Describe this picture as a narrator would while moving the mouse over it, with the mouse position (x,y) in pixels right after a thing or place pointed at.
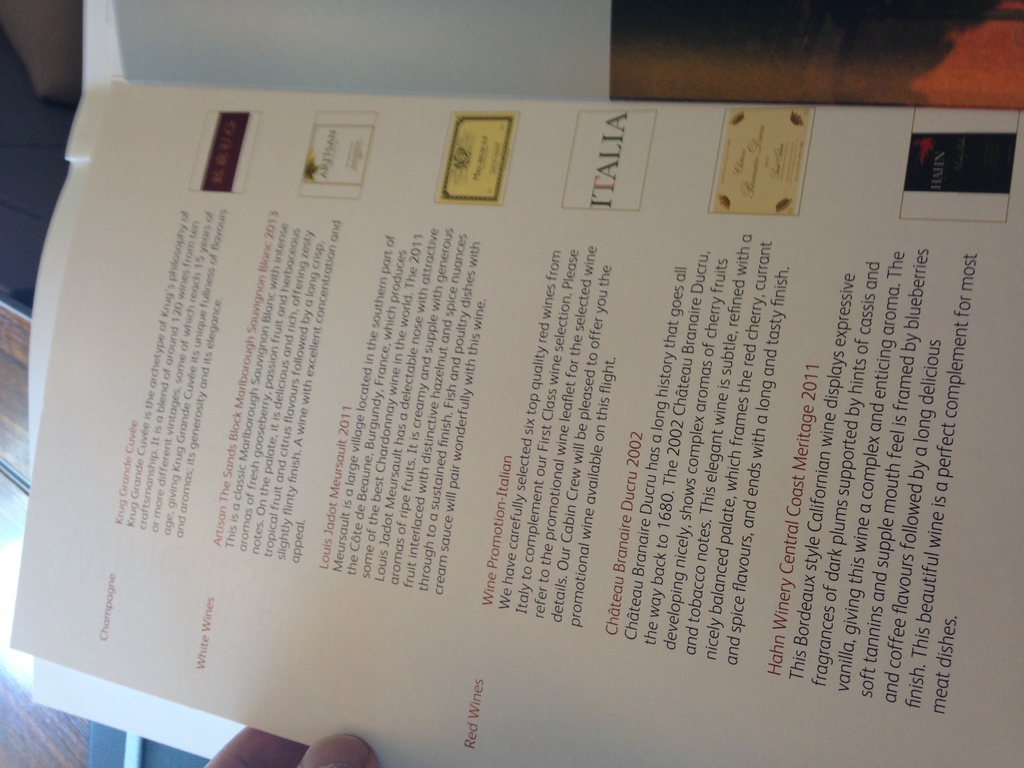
In this picture we can see a person (248,761) is holding a paper (323,601).
